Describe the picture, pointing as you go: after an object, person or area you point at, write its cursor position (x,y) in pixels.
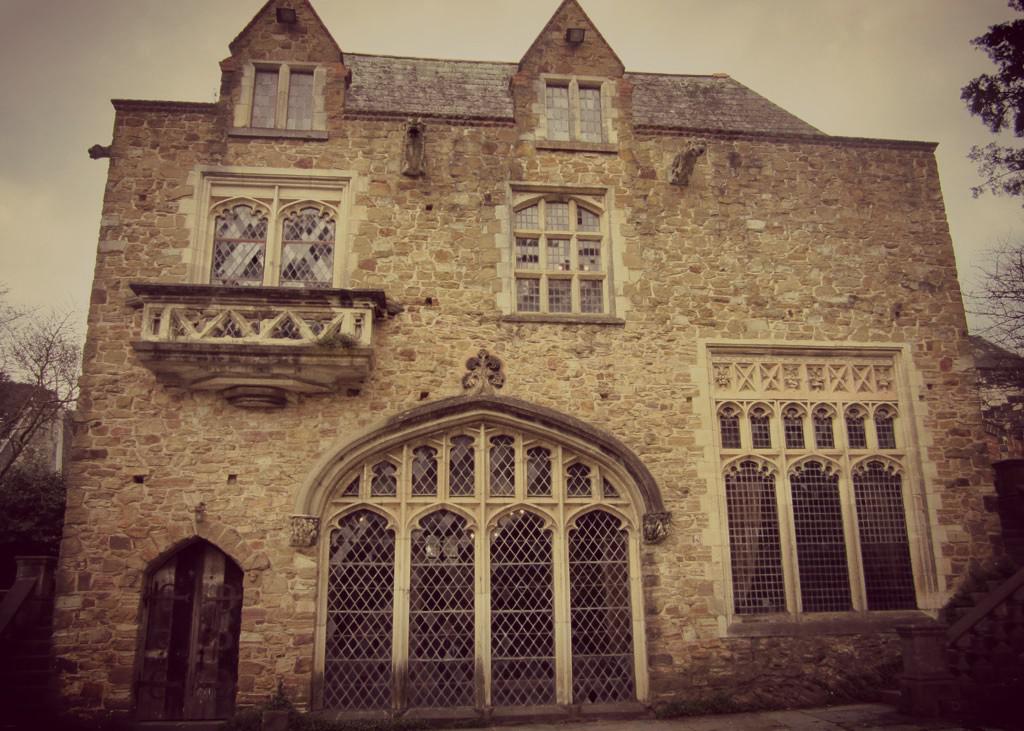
In the foreground of this image (496,599), there is a building (102,381) and on either side, there are trees (1017,174). At the top (145,27), there is the sky (81,26).
